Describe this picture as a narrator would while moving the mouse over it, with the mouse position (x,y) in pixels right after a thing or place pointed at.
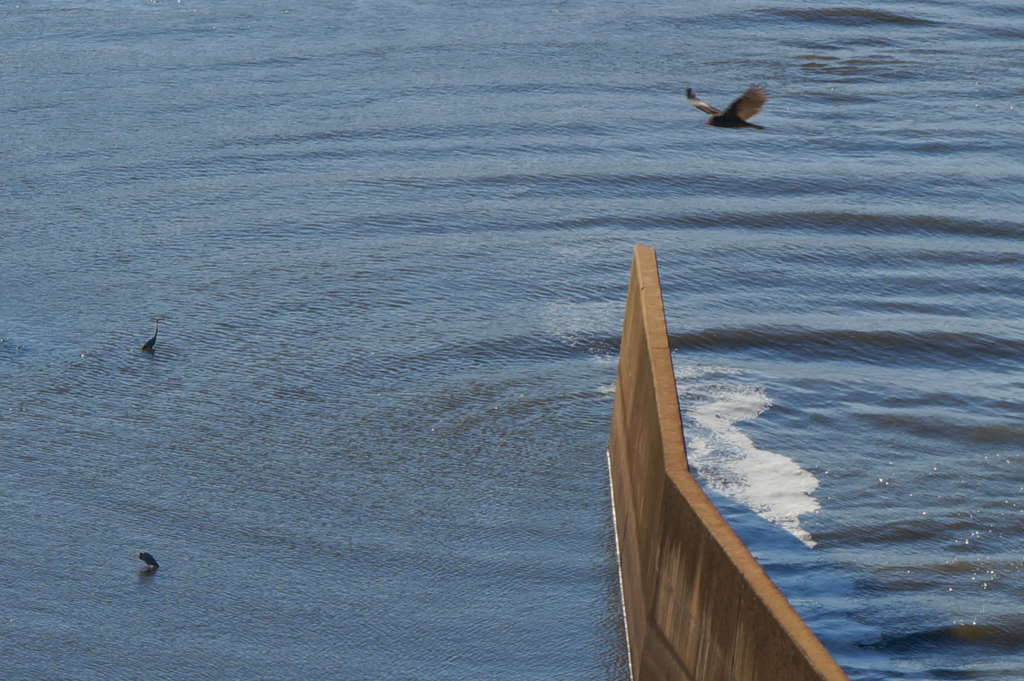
In this image we can see water (332,416). On the water (152,531) there are two birds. One bird (736,110) is flying. At the bottom (660,478) we can see a wall (674,610).
